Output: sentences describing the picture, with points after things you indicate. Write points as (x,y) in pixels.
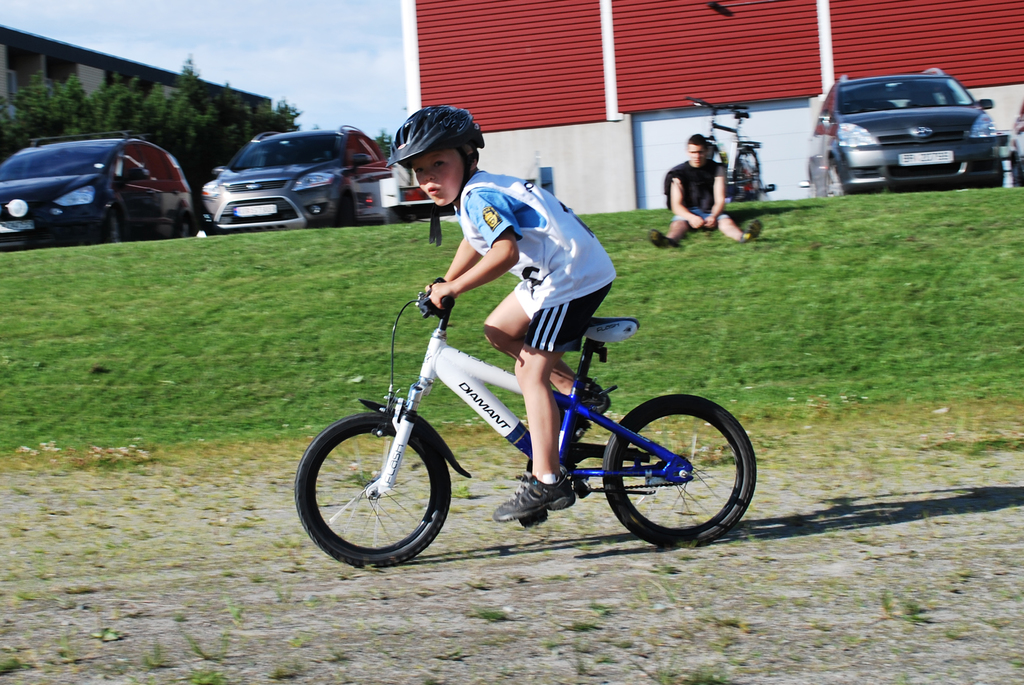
This picture is clicked outside the city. In front of the picture, we see a boy (528,218) wearing white T-shirt (540,262) is riding bicycle (635,413). Beside him, we see grass (812,305) and we see man (700,183) in black t-shirt (707,203) is sitting in grass (658,222). Behind him, we see a building (596,141) in white and red color and beside that, we see vehicle (309,180) parked and on the left top of the picture (73,82), we see building (60,66) and trees (183,117).
